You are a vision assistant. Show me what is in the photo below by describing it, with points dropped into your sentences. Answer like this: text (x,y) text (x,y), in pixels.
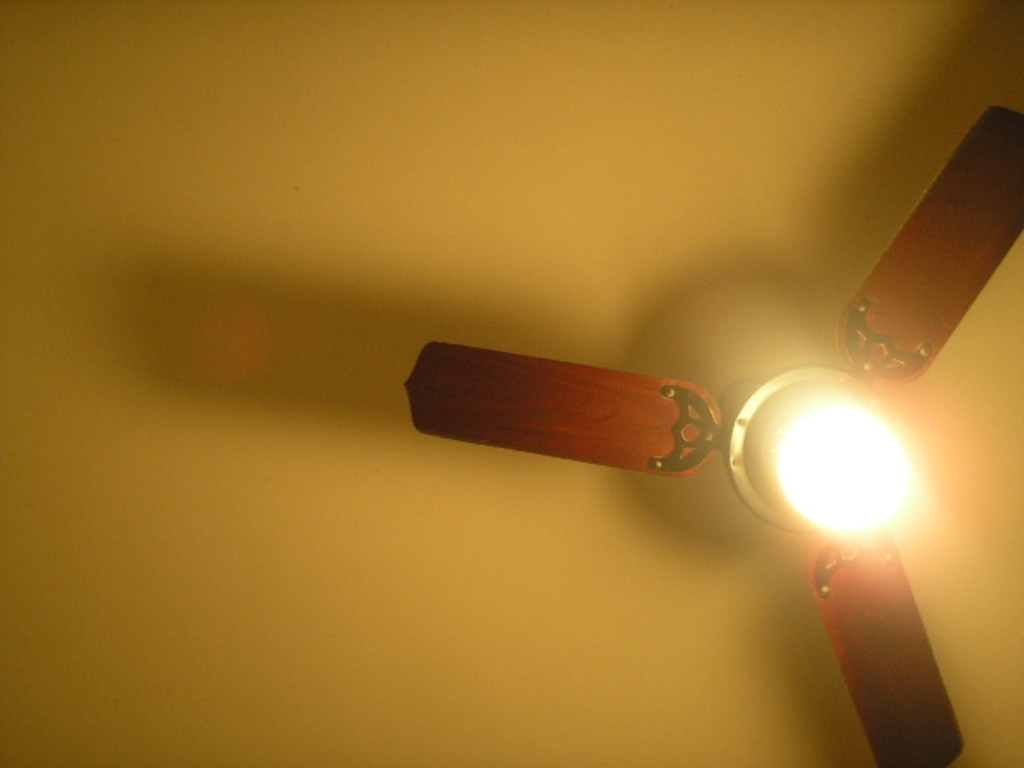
The picture consists of a fan (519,429), to the fans (523,441) there is a light (833,457). In this picture it is ceiling (687,276).
